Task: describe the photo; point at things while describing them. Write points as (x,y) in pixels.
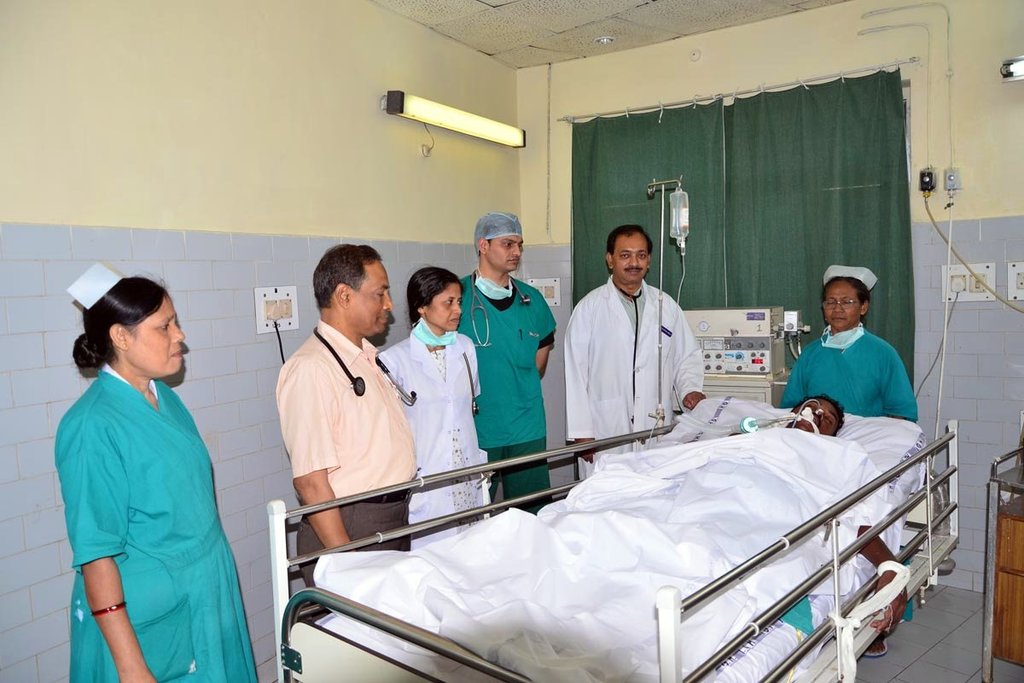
In this image we can see a man (711,559) lying on a bed (777,618). We can also see a group of people (336,324) standing beside him, a machine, a bottle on a stand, curtains (715,278), a table (993,638), some switchboards (287,322) and lights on a wall (233,299).
